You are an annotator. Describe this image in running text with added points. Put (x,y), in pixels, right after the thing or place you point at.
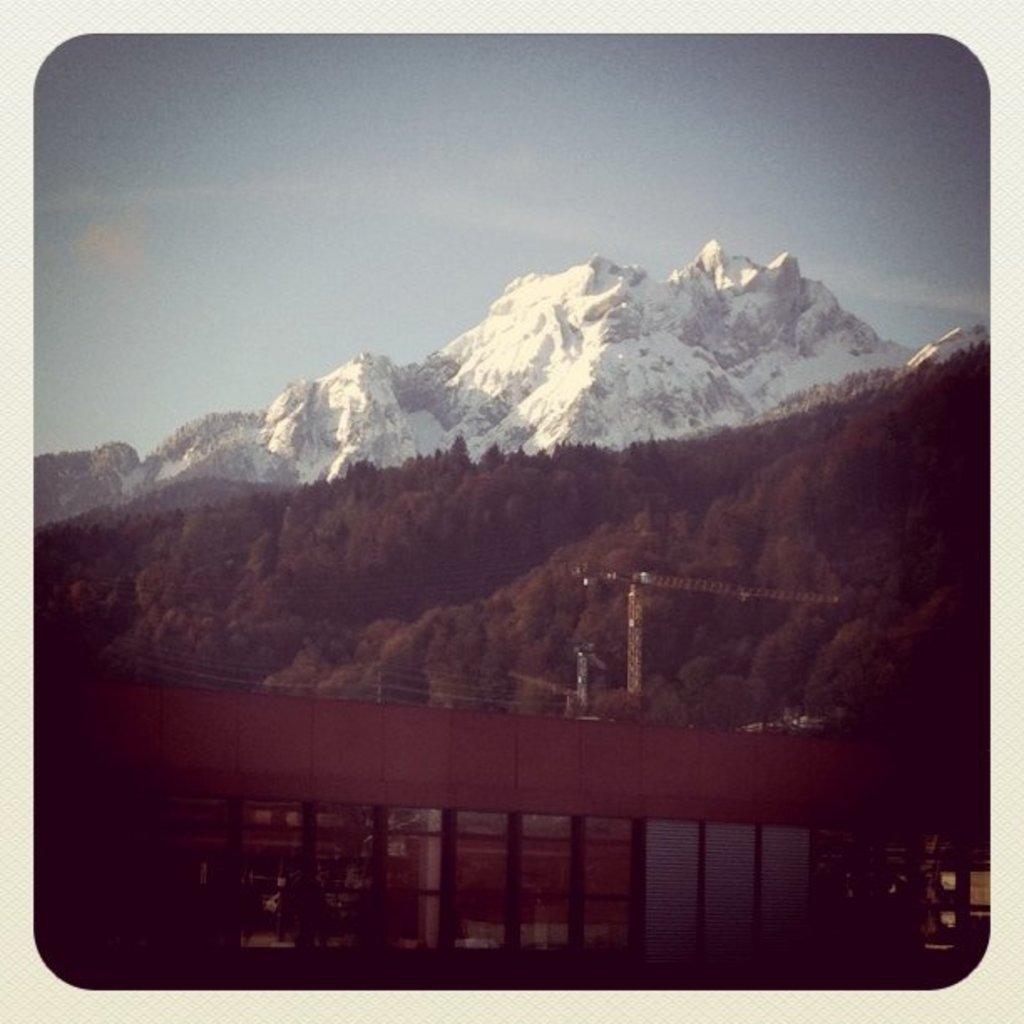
This picture consist of the hill (773,501) and the mountain (684,366) and at the top (719,195) I can see the sky (869,256) and in the middle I can see a crane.
